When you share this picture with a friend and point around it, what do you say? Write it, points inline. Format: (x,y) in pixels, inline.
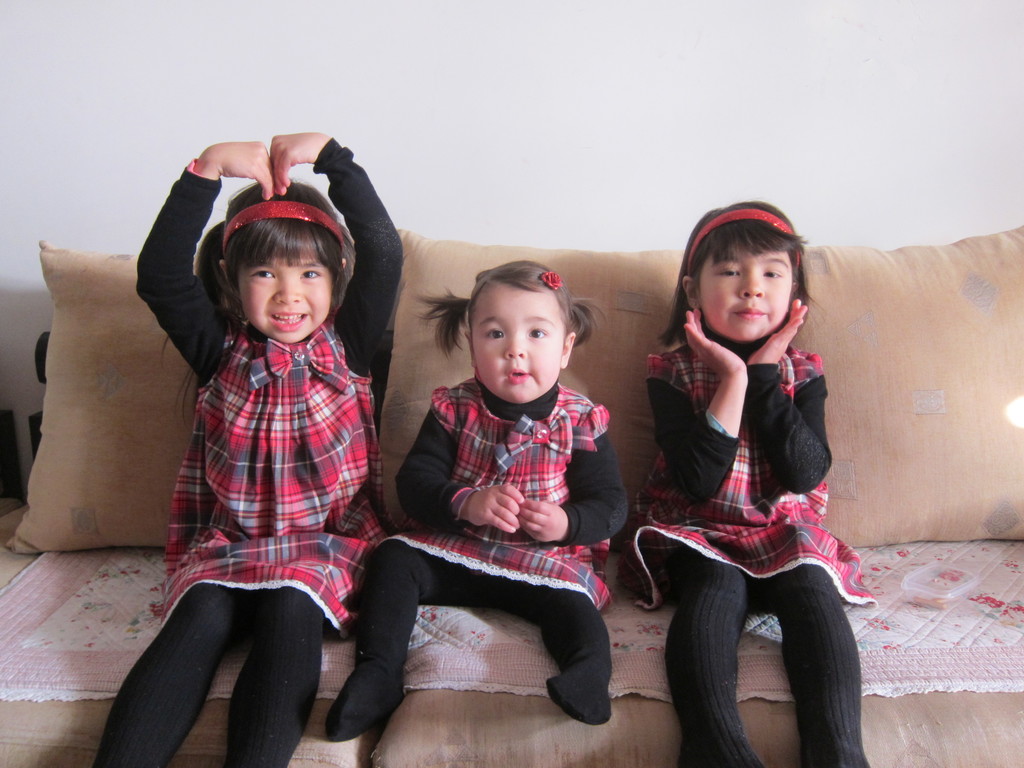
In this image we can see three girls (469,568) sitting on the sofa (488,703) and we can see cushions (848,531) placed on the sofa (865,532). In the background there is a wall (733,79).
